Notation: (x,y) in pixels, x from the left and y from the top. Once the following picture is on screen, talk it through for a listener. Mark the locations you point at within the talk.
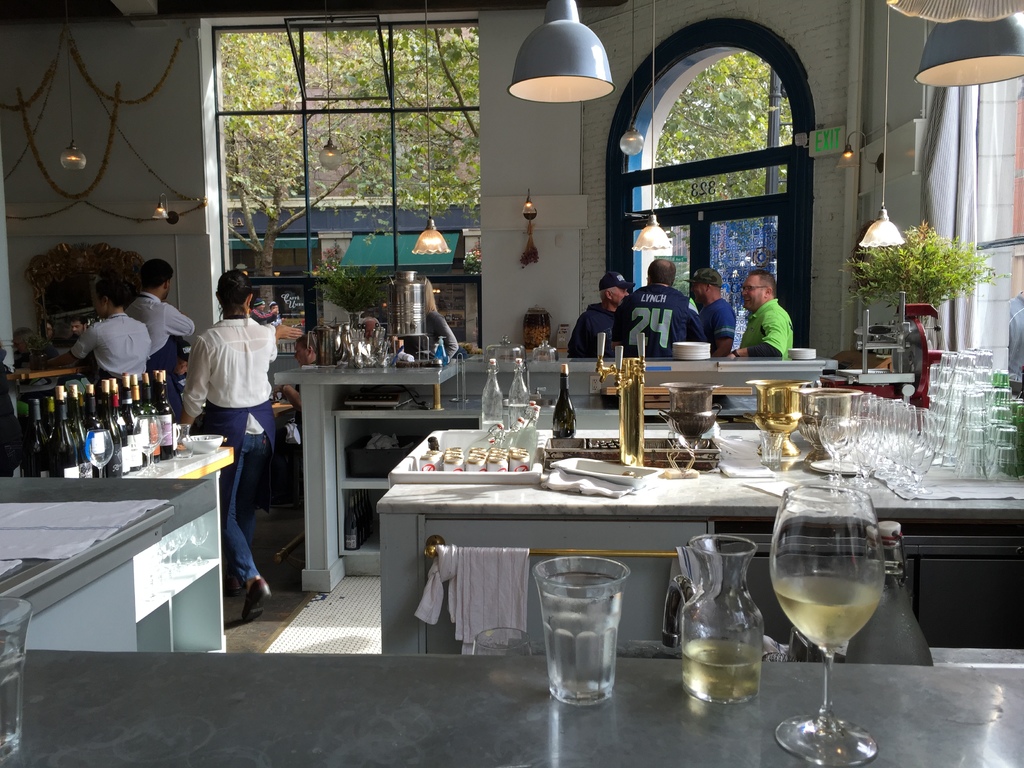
There is a group of people (660,350). They are standing. On the right side (750,290) some persons (763,322) are wearing a caps (719,279) and spectacle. There is a table (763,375) on the right side (753,429). There is a glass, plate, bowl (691,416), bottle (569,434), tray (412,460), cups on a table (581,431). There is a table (212,454) on the left side (174,457). There is a bottles (170,438), bowl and cup (187,441) on a table (196,455). There is an another table (403,678) in the center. There is glass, wine glass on a table (296,655). We can see in the background (112,51) trees (709,140), wall (112,51), curtain (955,184), plant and wall (205,257).
